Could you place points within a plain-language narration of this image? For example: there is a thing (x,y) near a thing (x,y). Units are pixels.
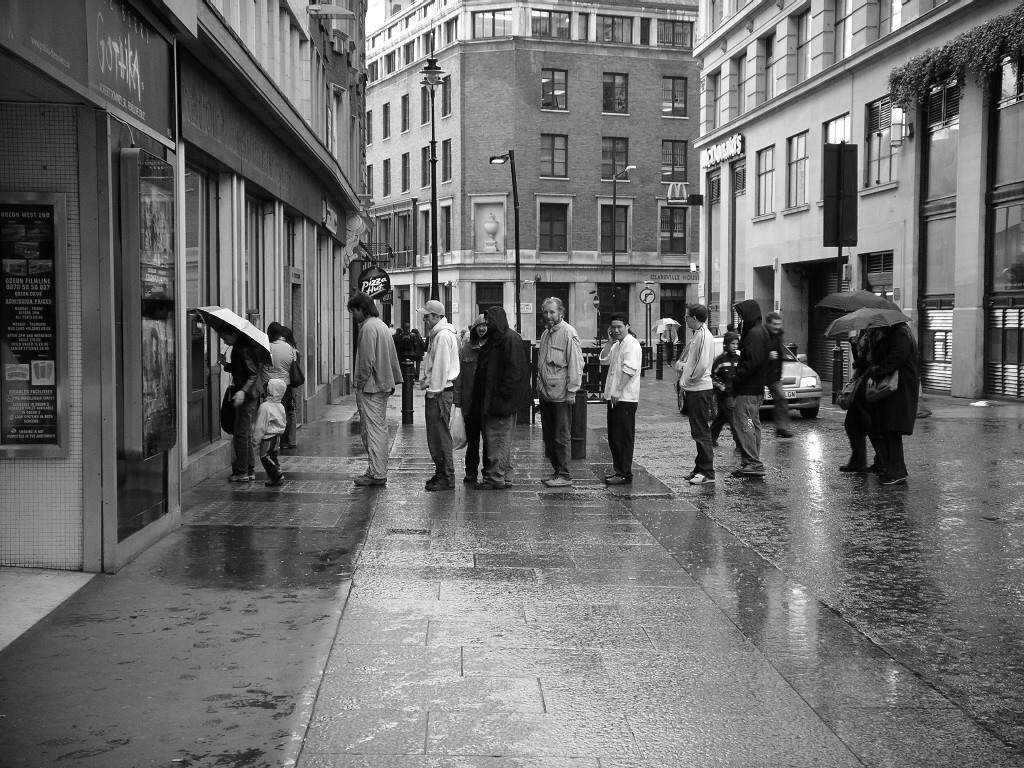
This is a black and white image where we can see people (608,390) are standing on the pavement (572,565) and road (858,515). There is a car (797,383) on the road (792,456). We can see buildings (573,226) and poles (649,304) in the background of the image (647,255).
